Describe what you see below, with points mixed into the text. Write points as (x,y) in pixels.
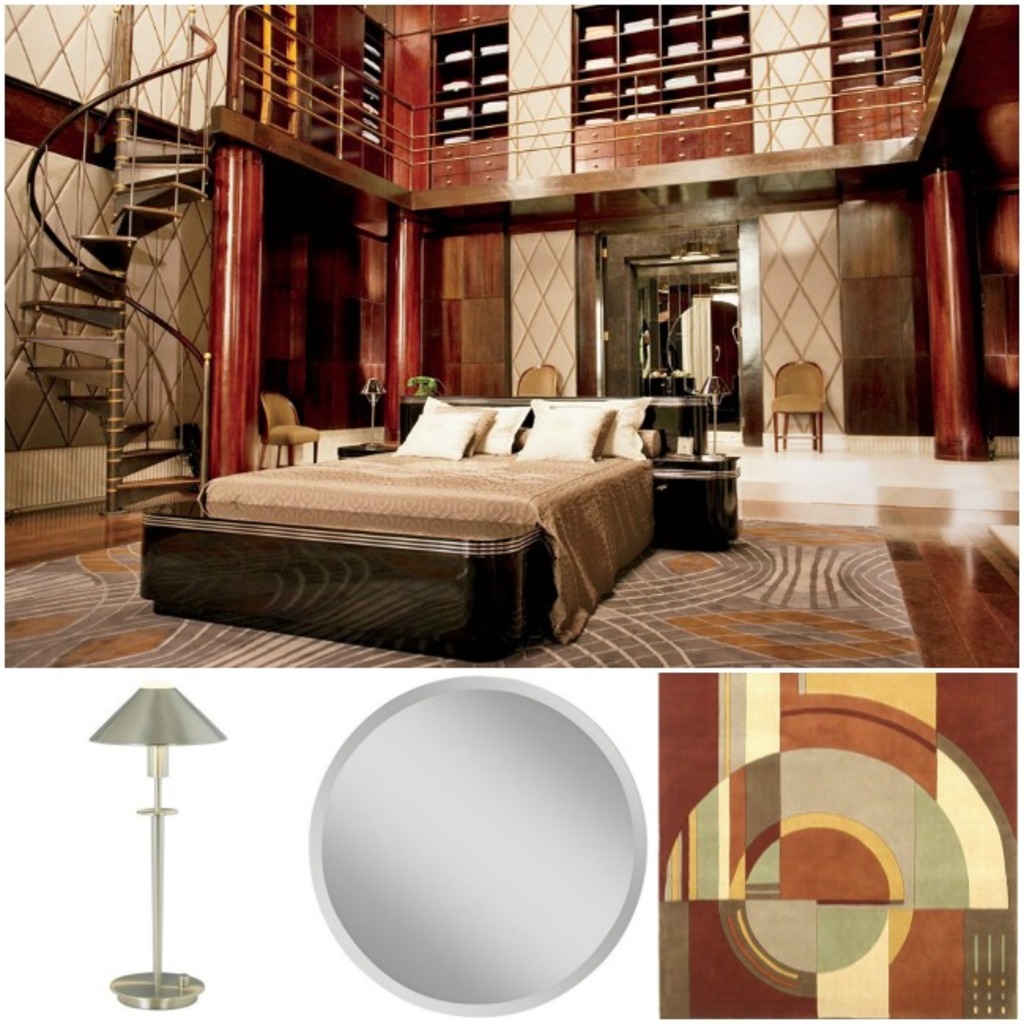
This is a collage picture. In this image there are pillows (537,407) on the bed (511,466) and there are chairs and there are tables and there is a plant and lamp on the table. On the left side of the image (111,429) there is a stair case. At the top (845,27) there are cupboards (330,15) and there are clothes (638,29) in the cupboards (585,49) and in the railing (763,54). At the bottom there is a mat (715,601) on the floor (800,479). At the bottom left (196,718) there is a lamp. In the middle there is an object (515,942). At the bottom right (732,914) there is a mat (879,789).
